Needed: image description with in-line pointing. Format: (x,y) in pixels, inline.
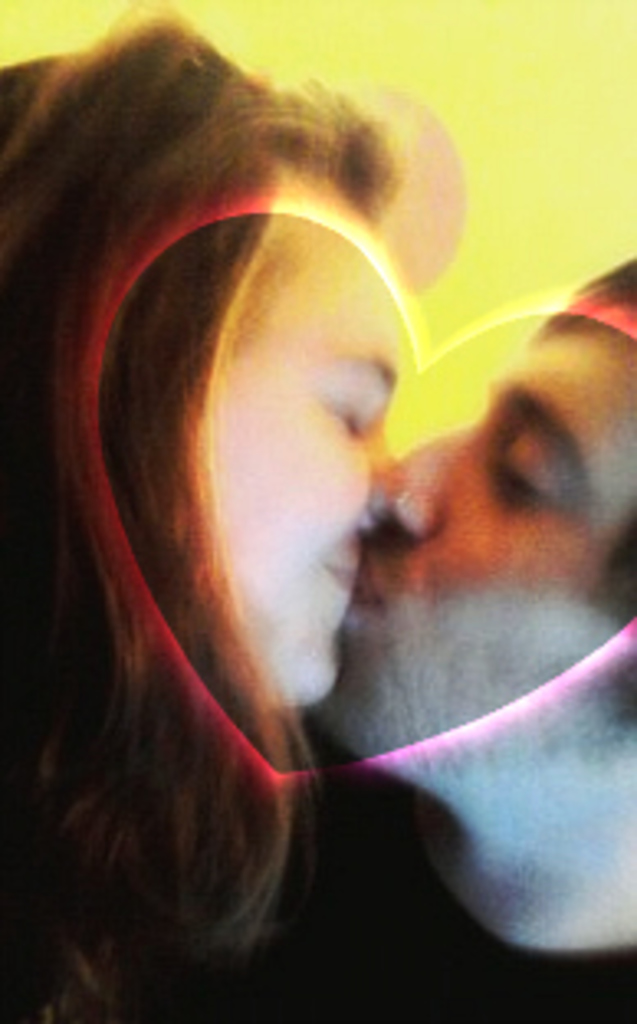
In the picture I can see a man (408,545) and a woman (272,545) are kissing each other. I can also see some animation (520,715) on the image. The background of the image (514,168) is yellow in color.
